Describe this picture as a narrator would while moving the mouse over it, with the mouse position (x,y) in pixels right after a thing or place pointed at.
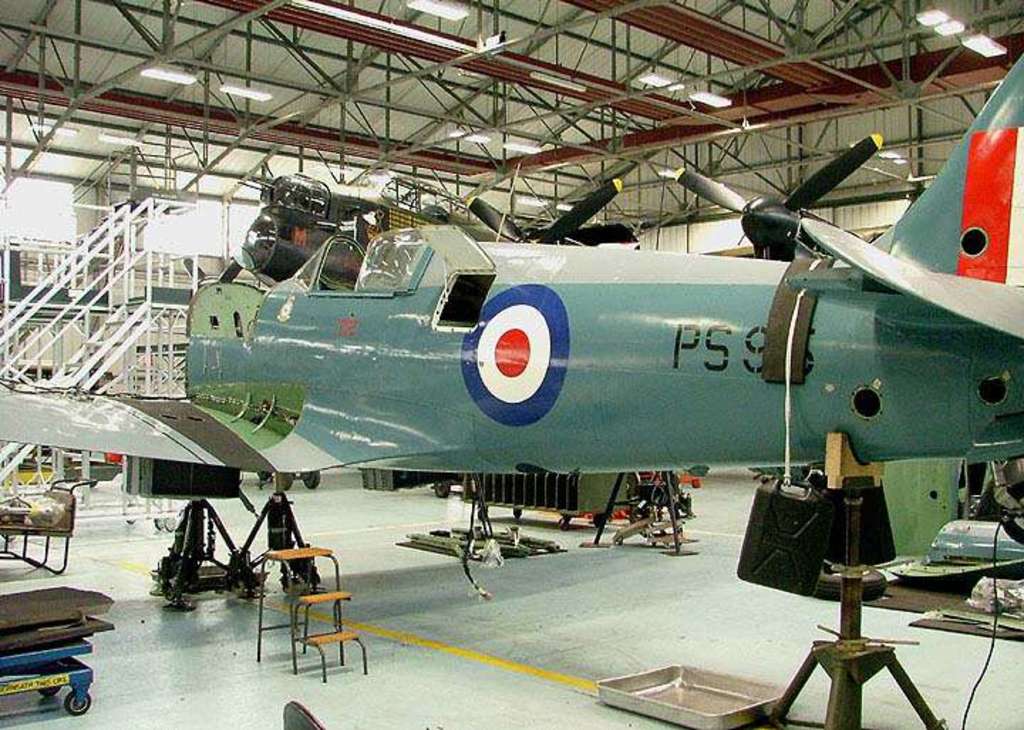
In this image we can see an airplane (663,464) on the stand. Behind the airplane (284,311), we can see truss (216,175), lights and other objects (81,670).
